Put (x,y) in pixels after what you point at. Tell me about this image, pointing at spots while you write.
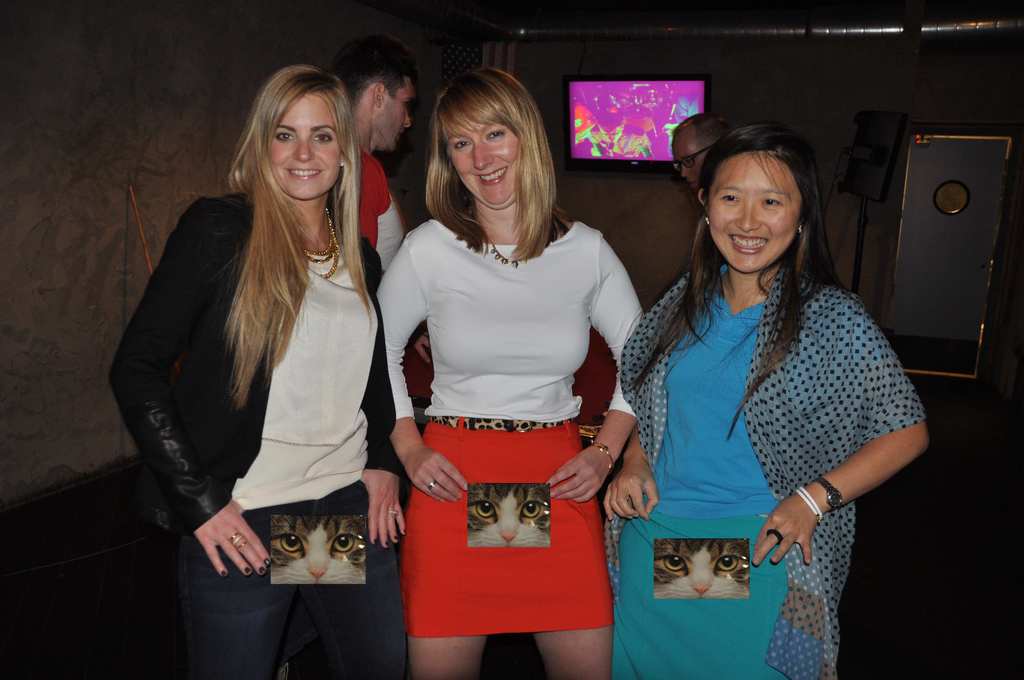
In this picture we can see five people (396,296) are standing and three women (436,357) are smiling. In the background (183,190) we can see a television (614,89), door (947,159), walls (773,93) and some objects (869,145).
